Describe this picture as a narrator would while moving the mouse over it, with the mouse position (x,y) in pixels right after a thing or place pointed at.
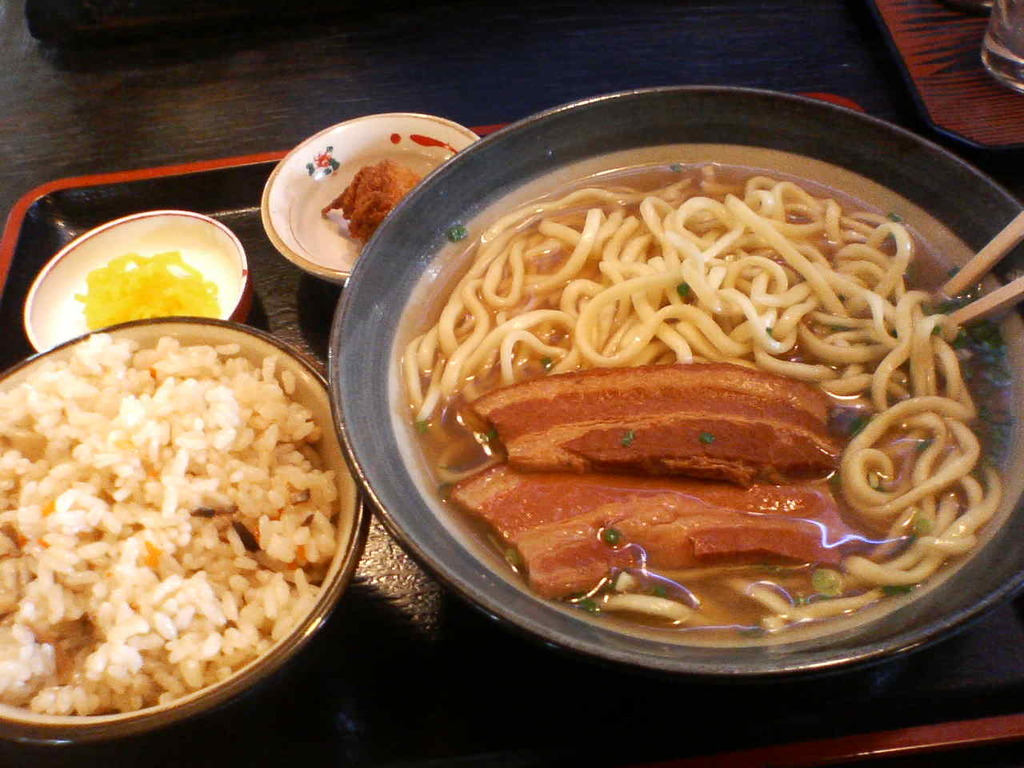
In this image there are noodles (763,349), meat (781,387), soup (985,324) with 2 chopsticks (1013,240) inside a bowl (672,139), 3 bowls (334,281) with food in a bowl (552,154) in a tray (936,664) on a table (532,98) and a glass (998,24).
